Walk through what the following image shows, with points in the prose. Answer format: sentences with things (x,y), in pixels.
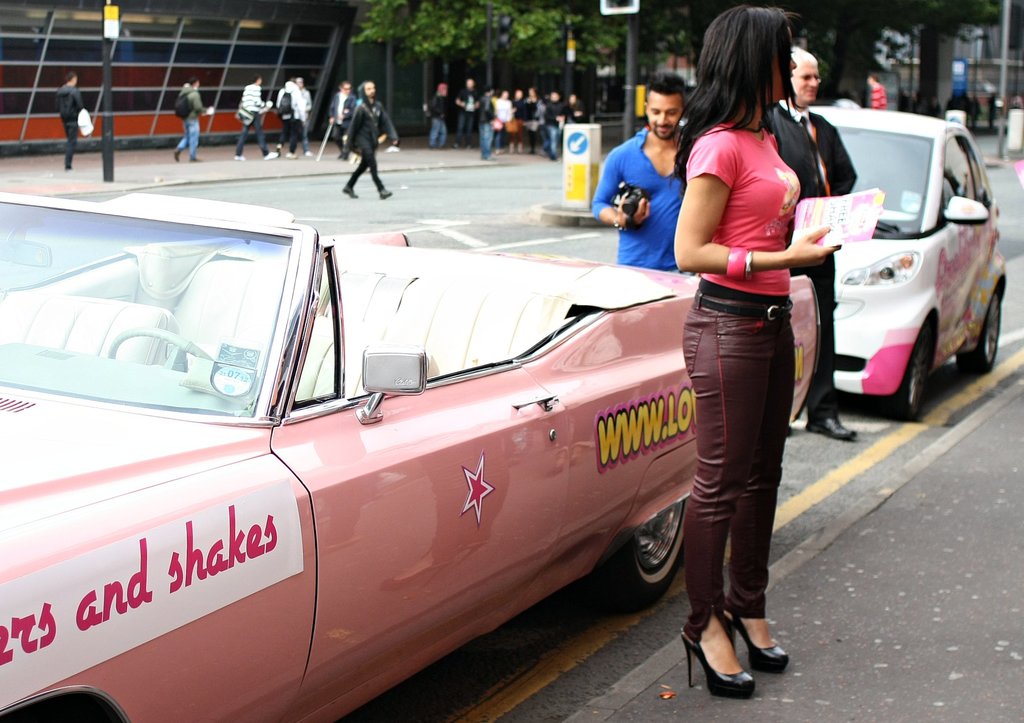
In this image in the foreground (554,351) there are two cars (615,276) and some person (711,248) are standing and in the background (426,135) there are some buildings (92,108), trees (544,54), poles (632,49), boards (578,139) and some persons (72,132) are walking on the road (478,203) and at the bottom (630,656) there is a road (635,644).
